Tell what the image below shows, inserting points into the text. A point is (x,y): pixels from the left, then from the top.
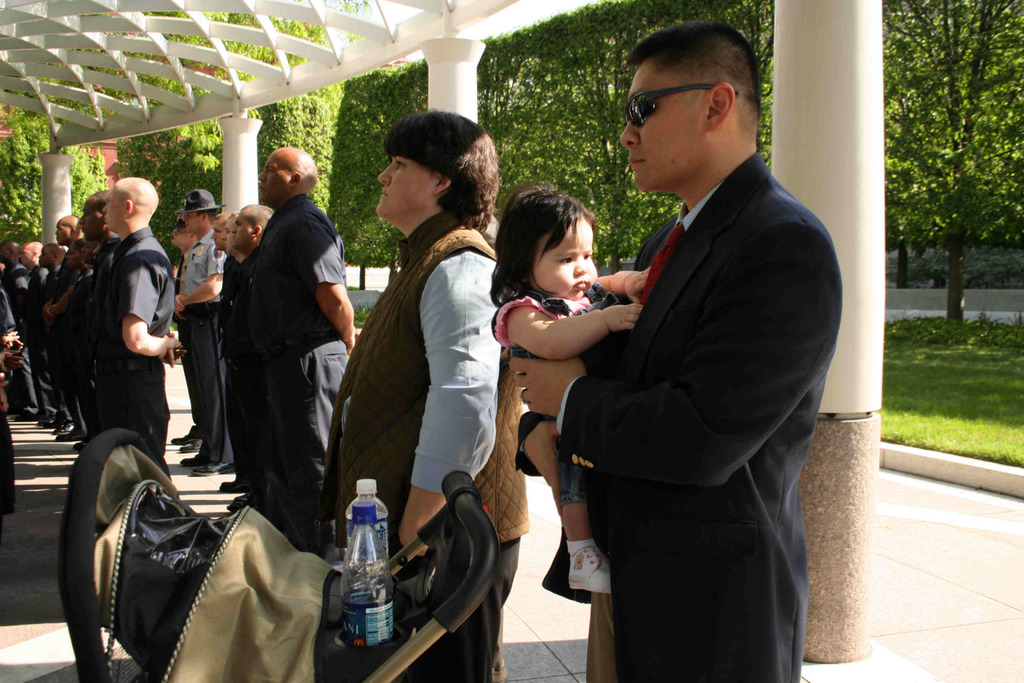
In this picture we can see a group of people (98,347) standing on the floor (515,609), stroller (309,561), bottles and a man (552,380) carrying a child (519,309). In the background (256,167) we can see pillars (52,170), roof (274,41), grass (948,372) and trees (895,141).
